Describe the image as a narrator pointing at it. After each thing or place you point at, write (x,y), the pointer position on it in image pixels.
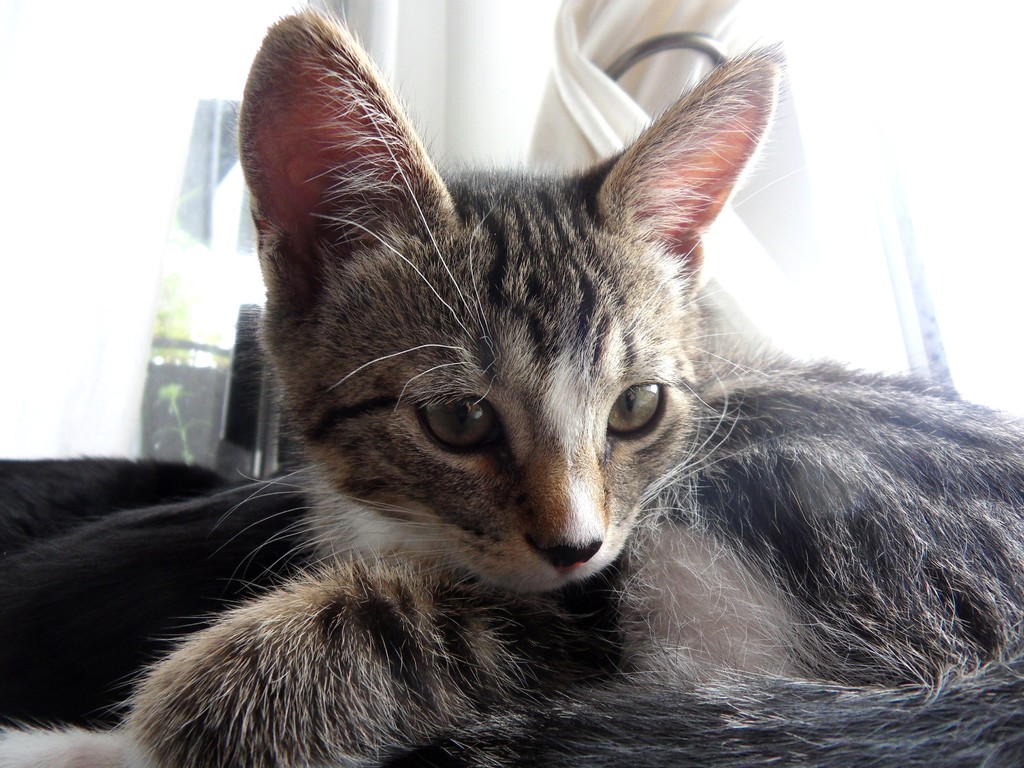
In this image we can see a cat (585,529) on the surface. On the backside (617,150) we can see a curtain (617,150), plant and a wall (208,410).
